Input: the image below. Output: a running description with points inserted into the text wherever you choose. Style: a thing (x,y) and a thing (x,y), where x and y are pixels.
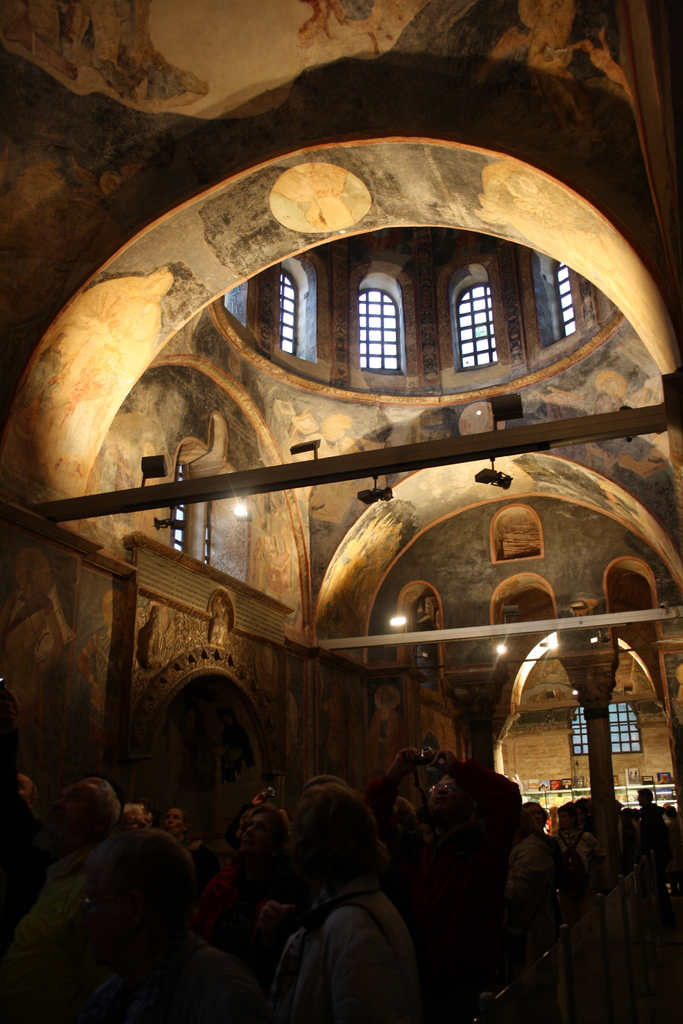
In this image there is a metal fence (517,1012), there are people (675,896) on the right corner (571,960). There are people (112,841), a wall (36,704) with design (183,607) on the left corner (136,886). We can see windows (392,319), lights (366,492). And there are people (494,873), there is a pillar (602,771), there is a wall (569,725) in the background (563,749).
